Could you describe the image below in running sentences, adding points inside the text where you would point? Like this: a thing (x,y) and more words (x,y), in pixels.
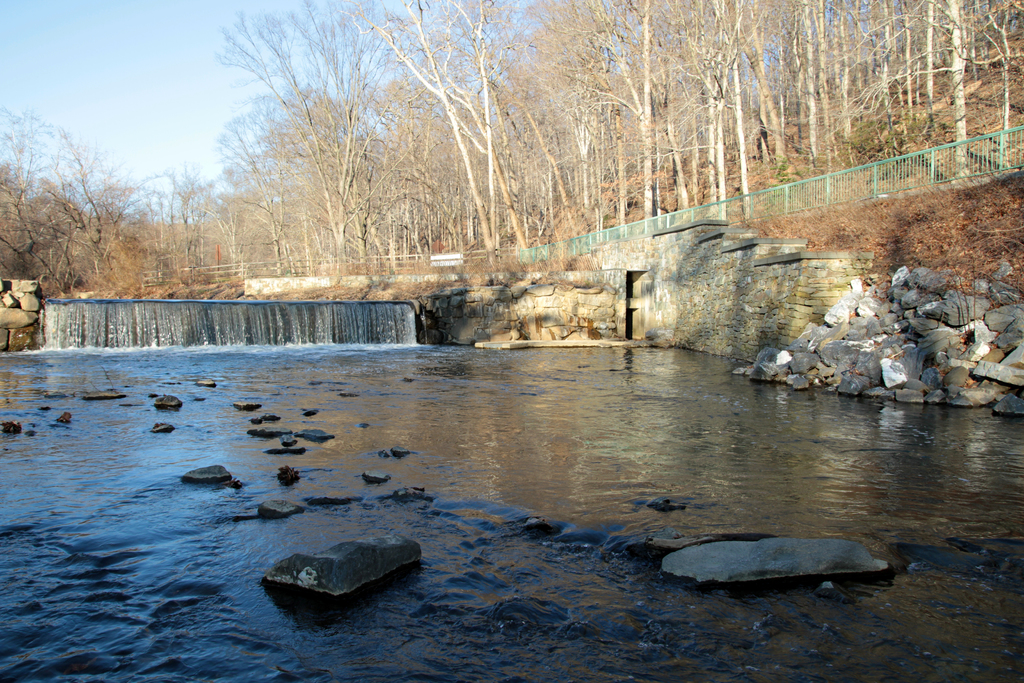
In this image we can see sky (212,112), trees (641,46), hills (925,194), grill (660,228), waterfall (347,322), walls (434,330), running water (504,416) and stones (391,546).
